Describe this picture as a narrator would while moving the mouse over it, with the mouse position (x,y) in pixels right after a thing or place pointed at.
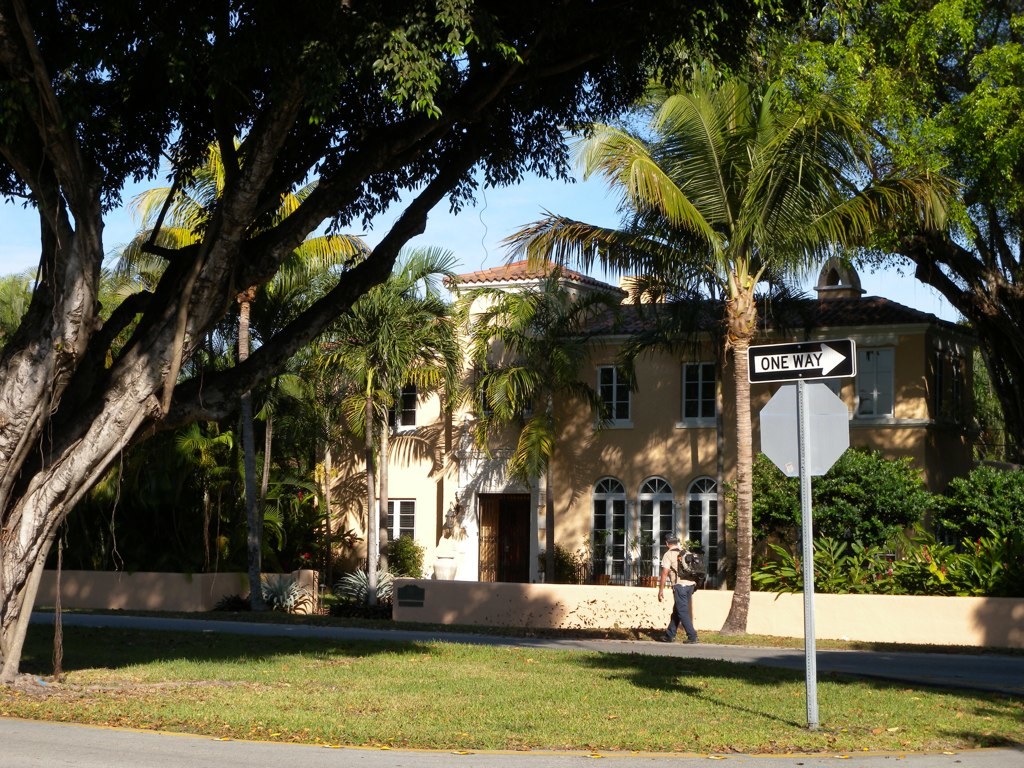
In this image I can see grass (728,692), board (819,371), trees (756,471), fence (920,610), buildings (558,538), door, windows (621,527) and a person (662,574) is walking on the road (692,653). In the background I can see the sky (521,186). This image is taken may be during a day.
